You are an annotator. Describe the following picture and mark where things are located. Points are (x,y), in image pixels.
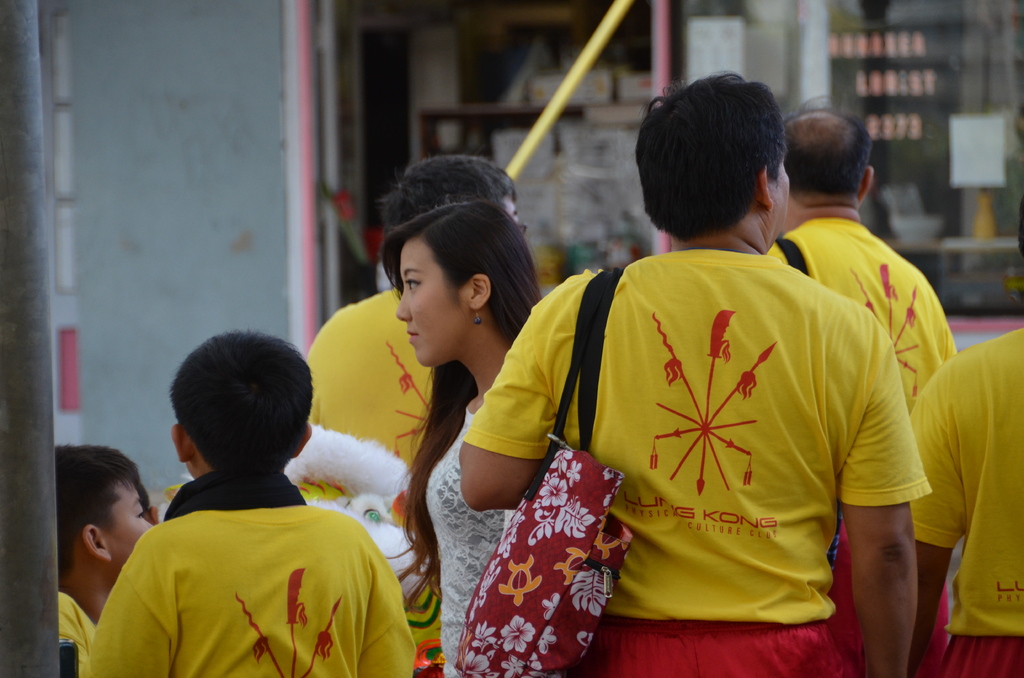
In this picture there are group of people (647,191) with yellow color t-shirts (777,482) and there is a woman (460,564) with white color dress (464,532) is standing. At the back (930,177) there is a building (950,146) and there are boards (716,52) and there is text (854,45) on the boards (968,143) and there are objects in the cupboard (932,153) behind the glass (557,183). On the left side of the image (24,528) there is a pole (9,518).
